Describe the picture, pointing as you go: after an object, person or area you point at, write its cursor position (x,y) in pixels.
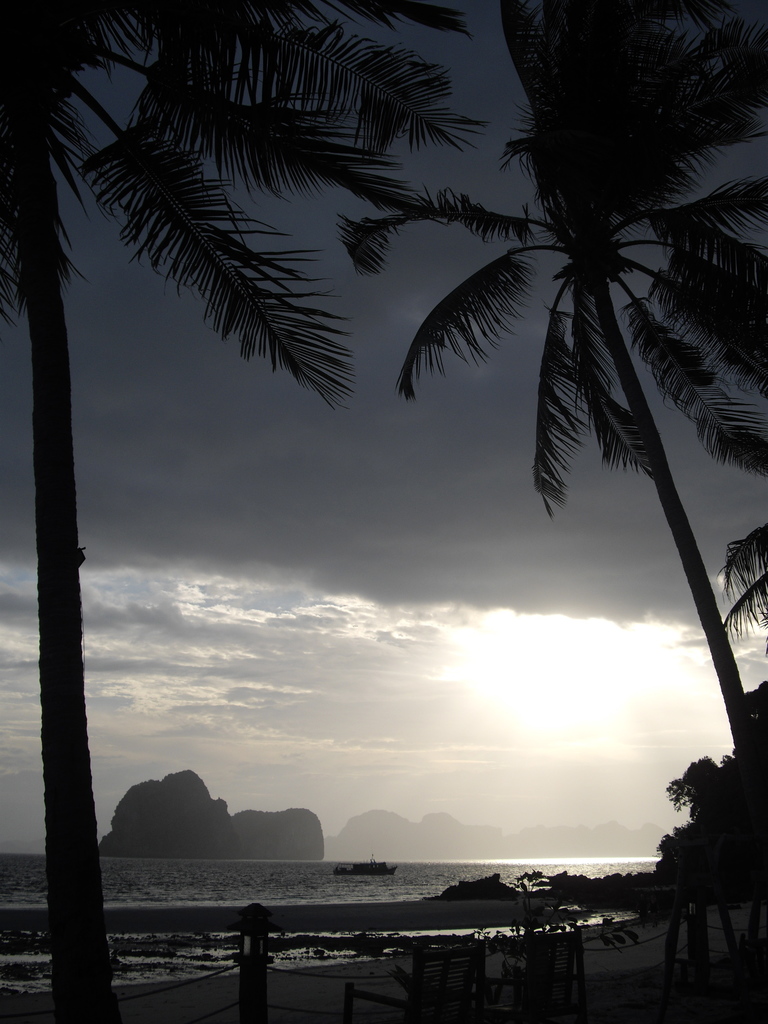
In this image I can see the dark picture in which I can see a pole (244,992) with metal chains (272,1007), few chairs (443,1007) on the ground (508,992), few trees (753,788) and the water (234,879). I can see a boat (377,867) on the surface of the water (413,865) and few mountains (343,837), the sky (399,562) and the sun (592,711) in the background (465,677).
